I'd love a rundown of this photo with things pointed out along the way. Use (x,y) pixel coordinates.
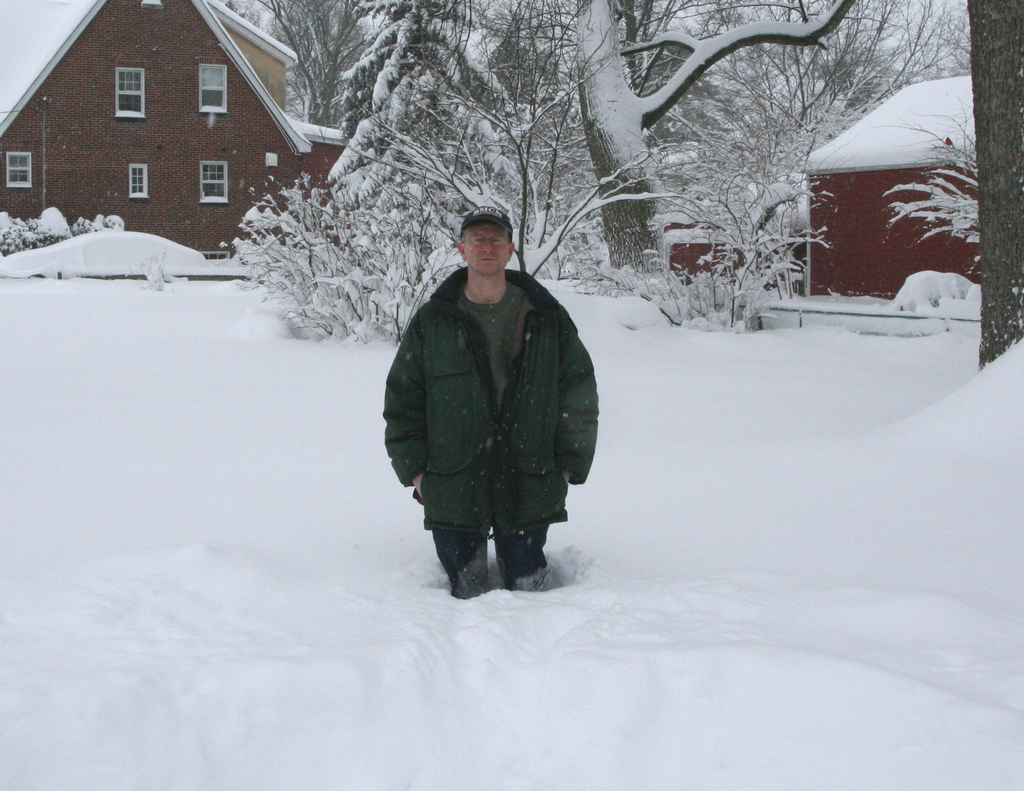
At the bottom of the image (480,688) I can see the snow (354,618). There is a man (461,399) wearing jacket (462,353), cap (476,226) on the head (488,233) and standing. In the background (586,184) there are few houses (901,255) and trees (417,101) are covered with the snow (365,241).
